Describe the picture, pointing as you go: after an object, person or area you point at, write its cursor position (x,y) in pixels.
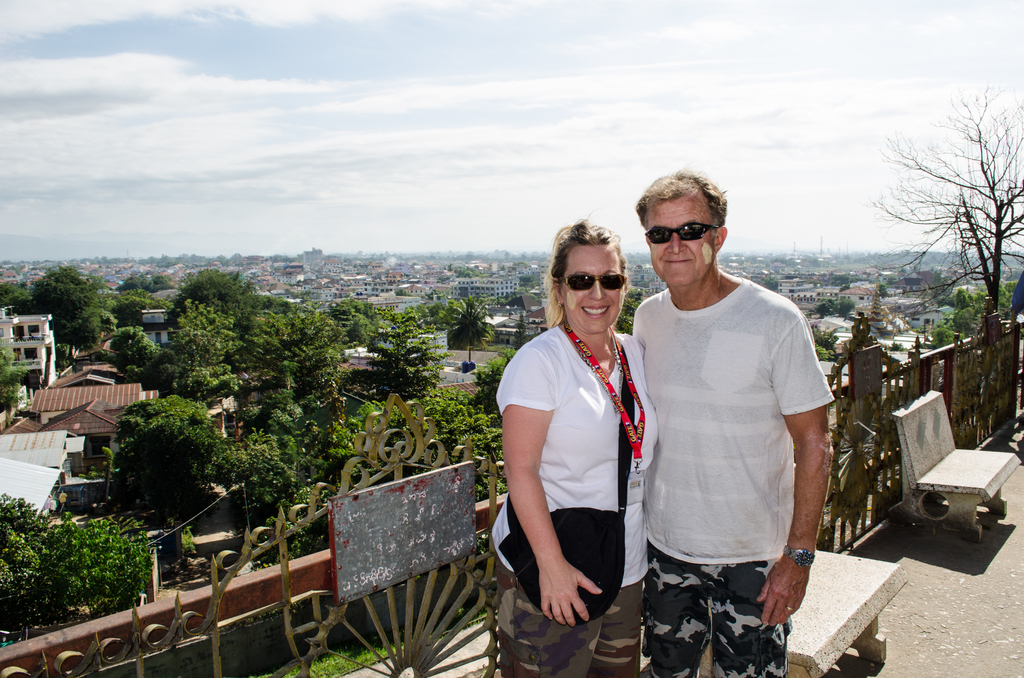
In this image I can see two people (603,502) standing. These people (609,496) are wearing the white color shirt (604,417) and goggles (597,287). One person (544,529) is wearing the black color bag (559,520). To the side I can see few benches (816,576) and the railing (889,498). In the background (324,438) there are many trees (300,358) and the buildings (445,384). I can also see the clouds (337,131) and the sky (316,83) in the back (316,83).
